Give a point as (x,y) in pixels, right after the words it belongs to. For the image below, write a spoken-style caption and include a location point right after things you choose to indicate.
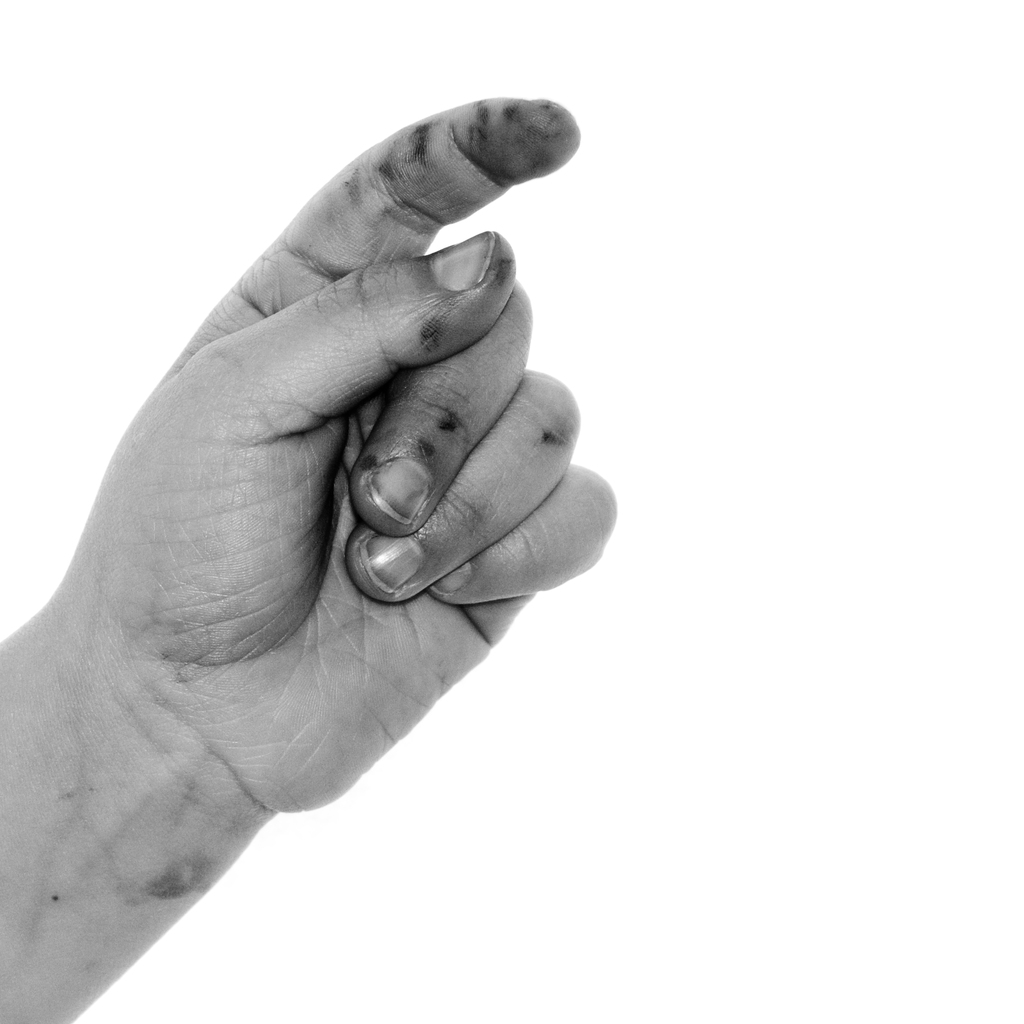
In this image I can see a person's hand (410,680) and the background (622,792) is white in color. This image is taken may be during a day.
